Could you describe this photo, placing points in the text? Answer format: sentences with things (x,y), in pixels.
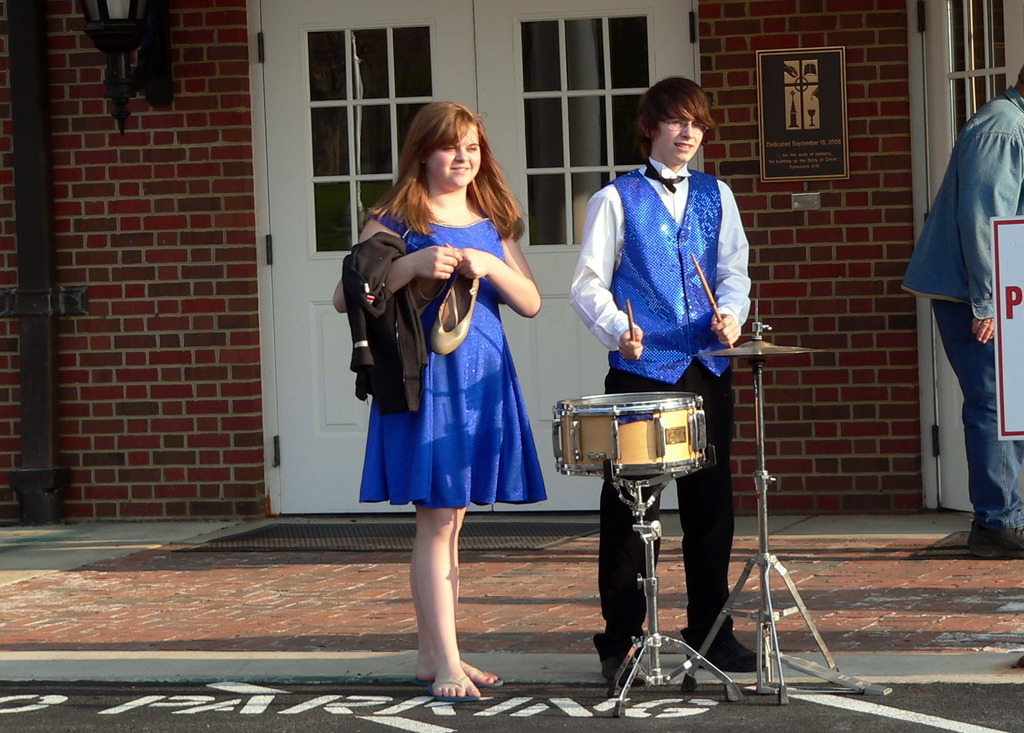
In this image i can see a woman (511,274) and a man (649,327) standing in front of a musical instrument (657,434). In the background (557,123) i can see a door (501,90), a wall (185,217), a lamp (137,30) and a person (981,485) standing.
